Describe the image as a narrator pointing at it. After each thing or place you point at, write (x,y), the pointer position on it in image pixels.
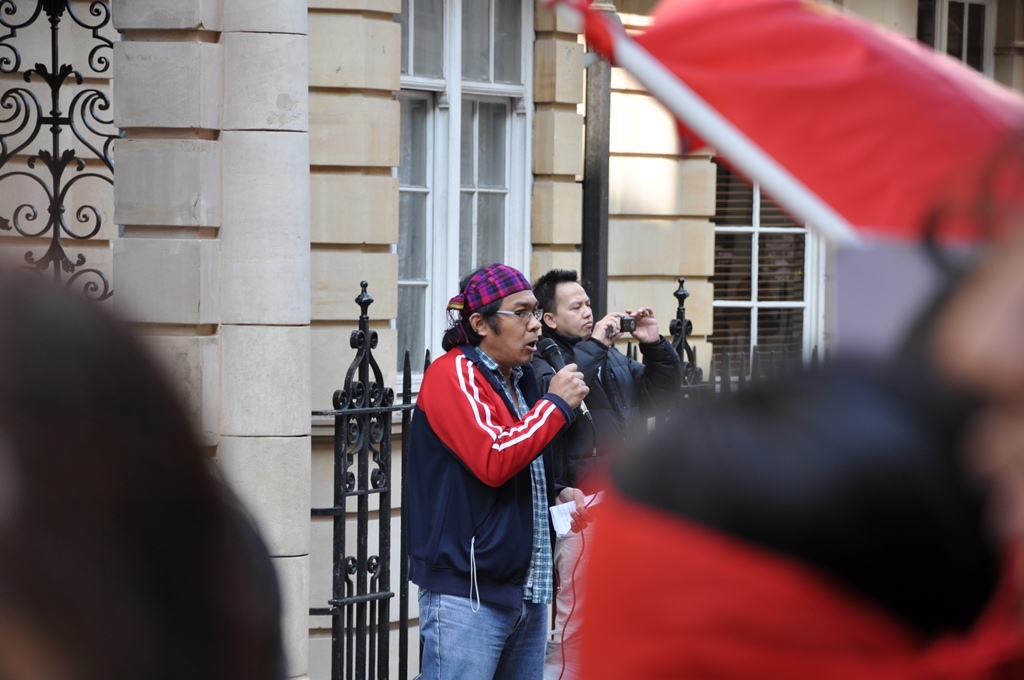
Here a man (438,363) is standing and singing in the microphone (584,403), he wore a coat (494,409), beside of him a man (589,315) is standing and shooting in the mobile (630,324). Behind them it's a wall (336,182).
